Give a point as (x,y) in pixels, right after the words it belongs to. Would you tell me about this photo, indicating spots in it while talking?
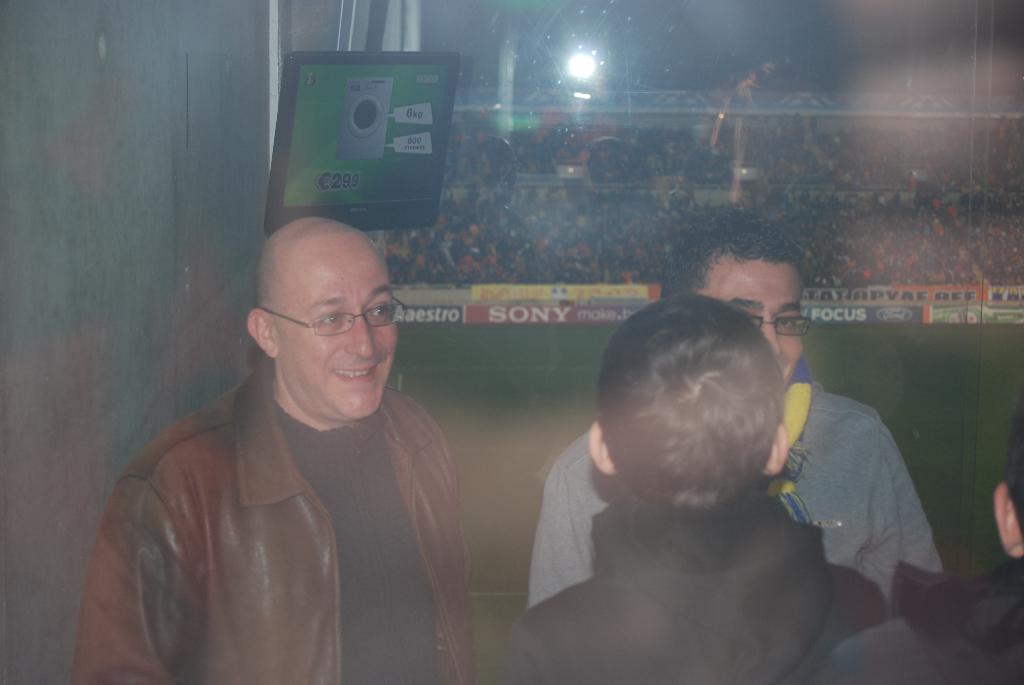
In this image there are a few people (648,434) standing with a smile on their face (347,256), behind them there is a monitor (329,116) and there are many people (641,217) in the stadium (596,239).
